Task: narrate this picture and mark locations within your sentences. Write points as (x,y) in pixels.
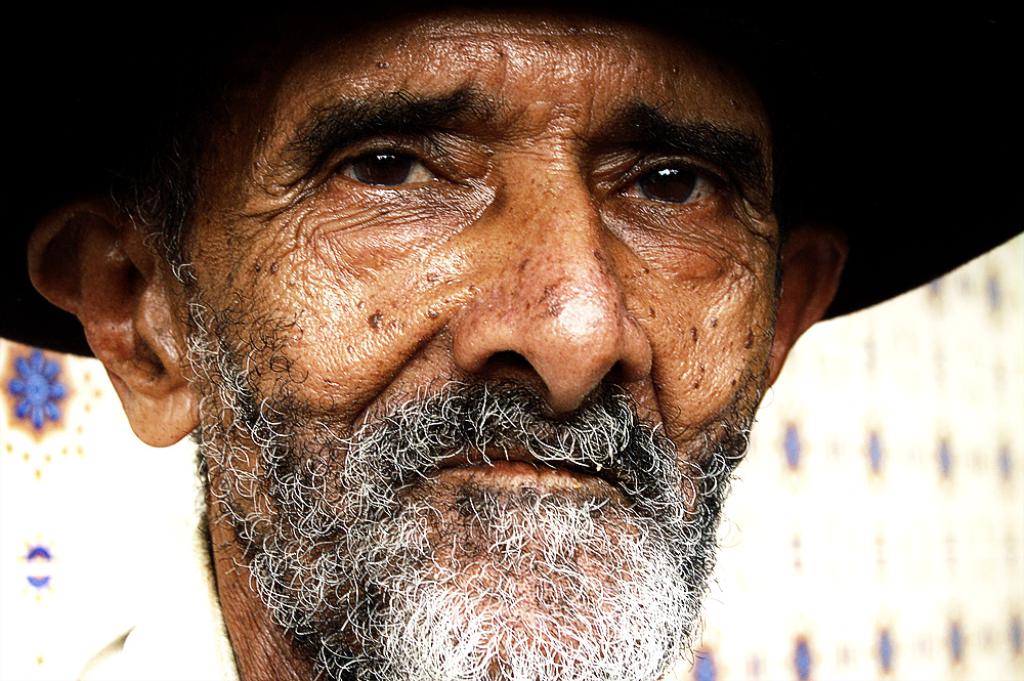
We can see an old man (564,535) and he is looking forward. Background (874,522) it is blur.
